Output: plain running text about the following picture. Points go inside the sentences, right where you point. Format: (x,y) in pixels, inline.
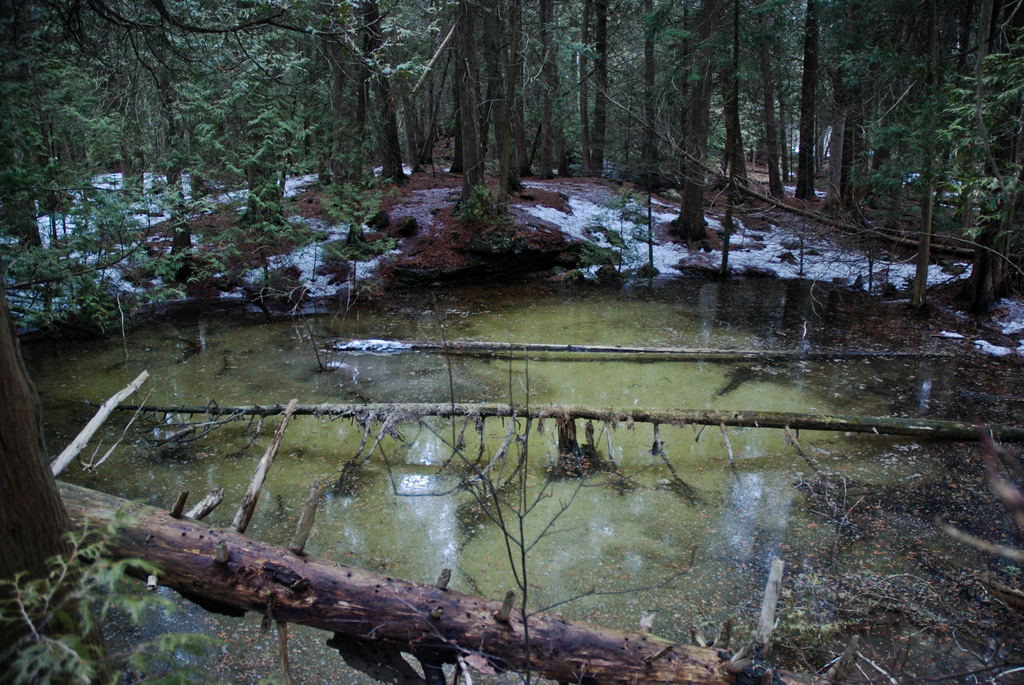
At the bottom (348,601), we see a wooden stick (344,614). In the middle (546,364), we see the wooden sticks (774,416) and water (594,490). This water (647,460) might be in the pond (720,365). There are trees (181,206) in the background (177,223). This picture might be clicked in the forest (555,233).
